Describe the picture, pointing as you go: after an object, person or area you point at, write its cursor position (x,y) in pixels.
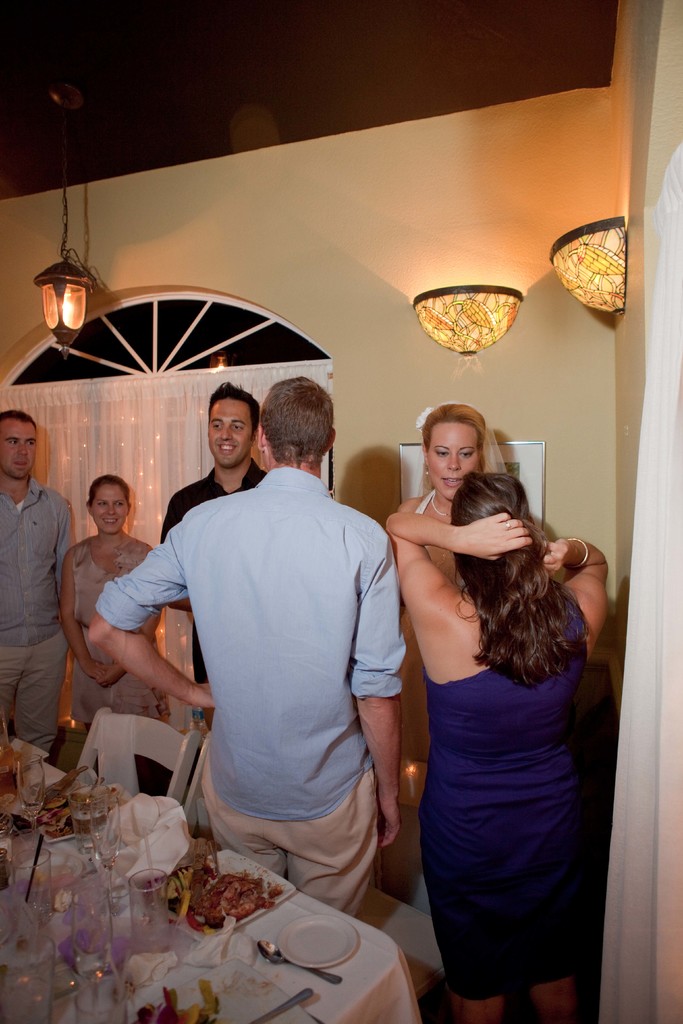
In this picture, we can see a few people (267,780) on the ground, we can see some objects (267,937) on the ground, like chairs (124,777), table (280,978) covered with cloth (173,858), and some objects (139,906) on the table (364,980) like, plates (230,986), spoons (274,949), glasses (155,914), food items (195,895) served in a plate (262,975), and we can see the wall (634,334) with window (36,381), lights (483,301), and some objects (84,398) attached to it, we can see the roof (231,13).
